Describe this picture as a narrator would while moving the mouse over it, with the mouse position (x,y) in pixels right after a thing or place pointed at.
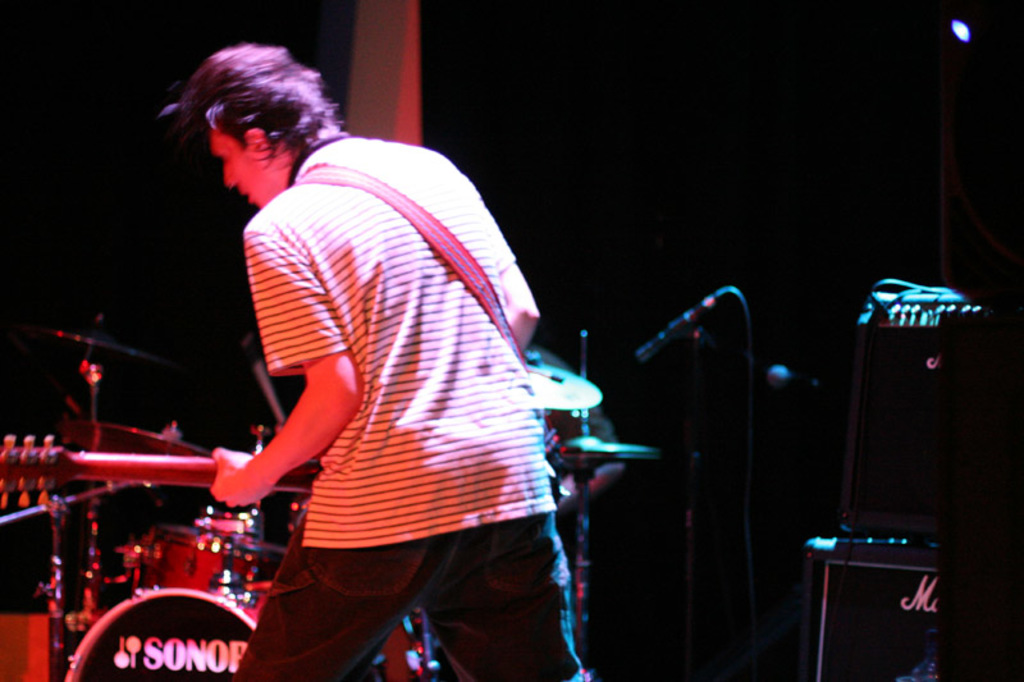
This man (385,369) wore t-shirt (385,349) and playing a guitar (196,468). These are musical instruments (234,519). Far there is a mic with holder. These are speakers (915,566).
